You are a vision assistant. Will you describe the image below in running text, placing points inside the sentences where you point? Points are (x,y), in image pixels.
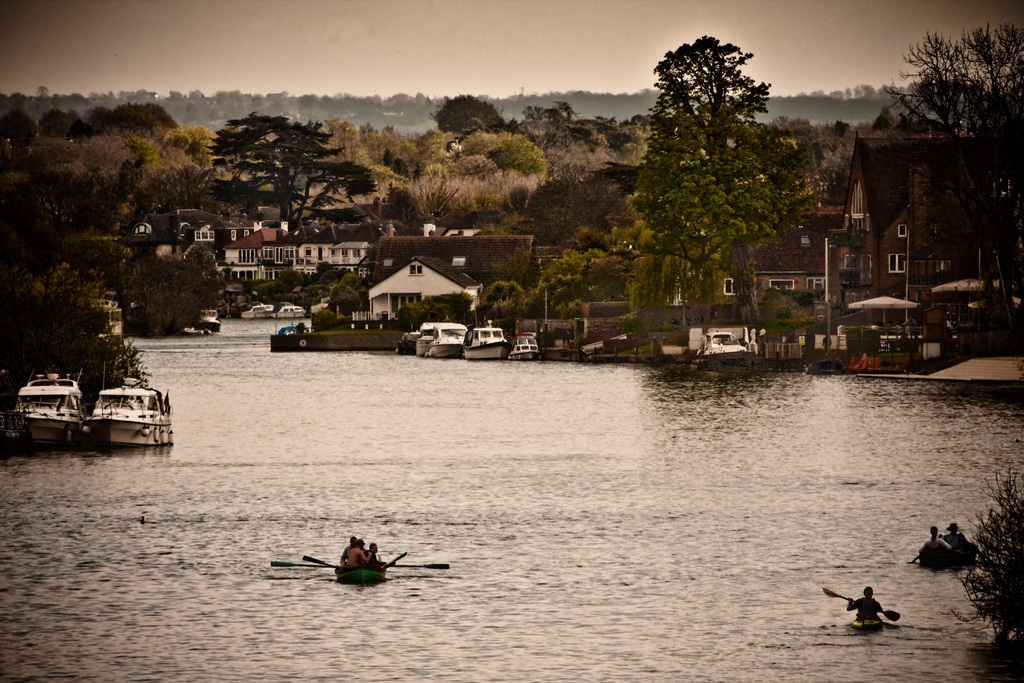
In this image I can see fleets of boats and a group of people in the water (850,619), plants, trees (666,271), houses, buildings (911,259) and the sky (335,50). This image is taken may be near the lake (589,523).
